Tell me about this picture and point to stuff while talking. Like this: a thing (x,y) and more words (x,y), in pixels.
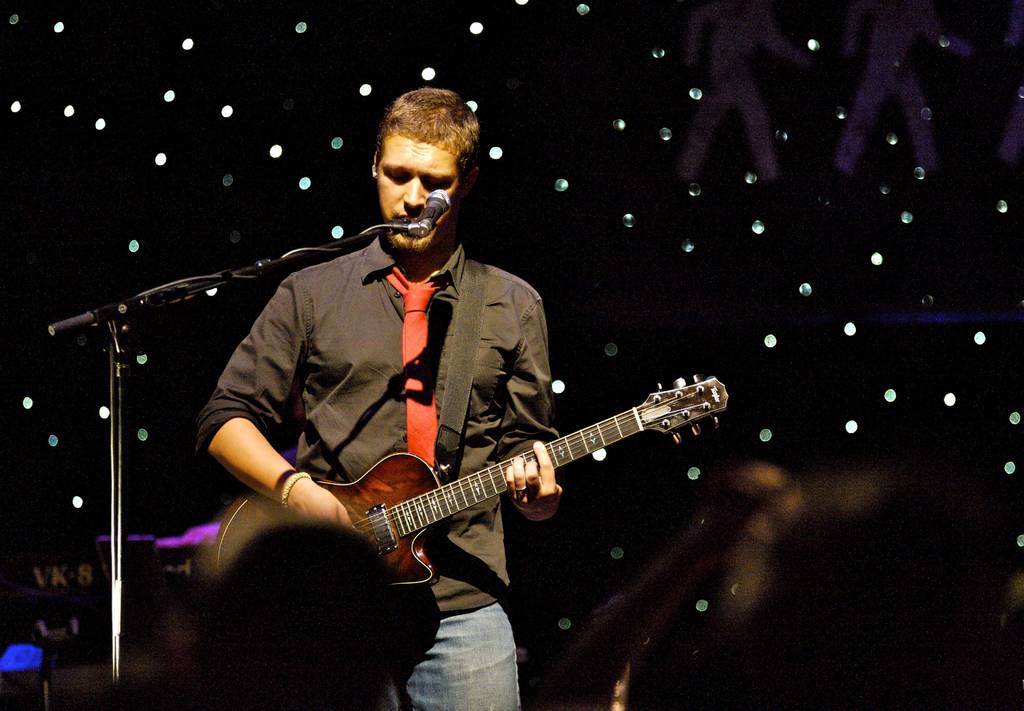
In this picture we can see a man (348,327), he is playing guitar (492,473) in front of the microphone (433,204), in the background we can see few lights (890,397).
